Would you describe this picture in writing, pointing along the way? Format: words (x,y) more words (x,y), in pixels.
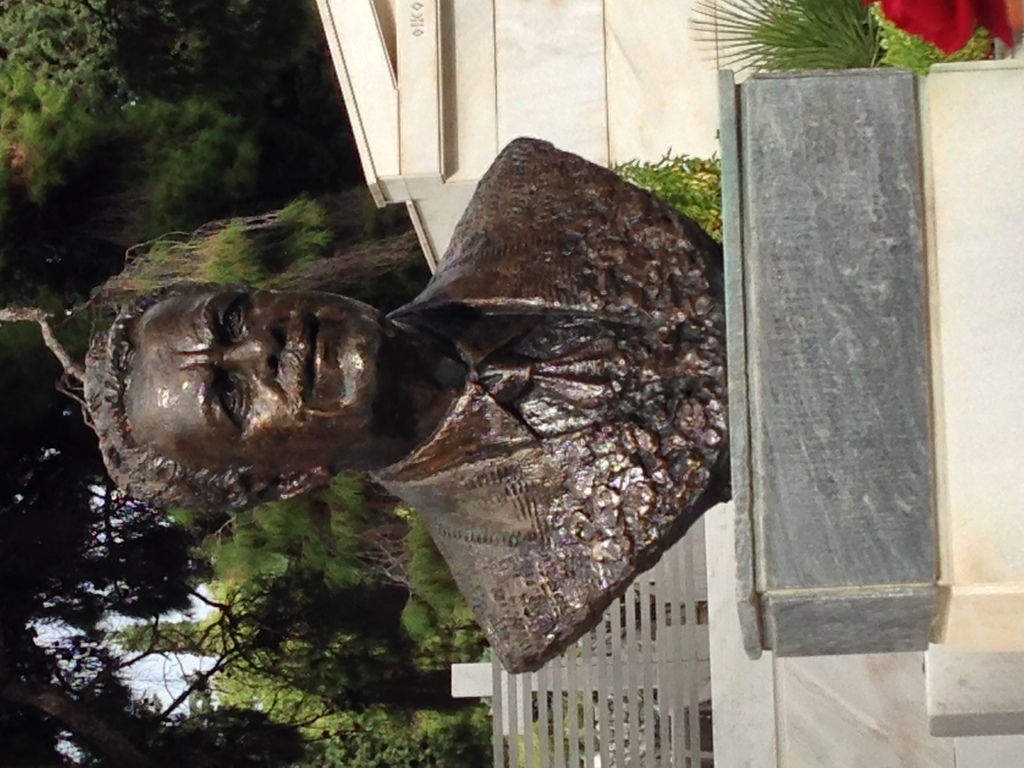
In this image I can see a statue (109,377) which is in brown color, background (435,121) I can see a building (366,110) in cream color, trees (152,86) in green color.
